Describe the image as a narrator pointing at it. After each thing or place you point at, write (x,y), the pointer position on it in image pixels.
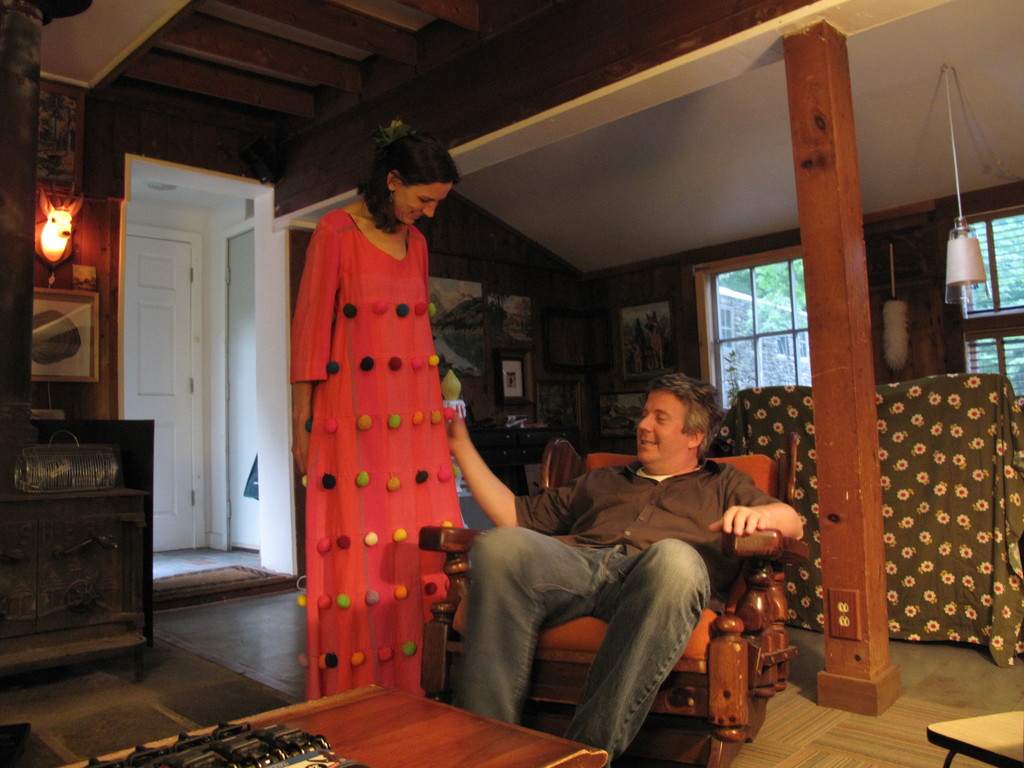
There is a man (573,566) sitting in a chair (574,634) and a woman (369,283) standing beside him with a red dress (386,424). There is pillar (818,434) beside him. In front (495,745) him there is a table (376,742). In the background (910,607) we can observe a cloth (932,406) and some windows (794,320). There is a light (952,248) hanging to the ceiling (950,151).
